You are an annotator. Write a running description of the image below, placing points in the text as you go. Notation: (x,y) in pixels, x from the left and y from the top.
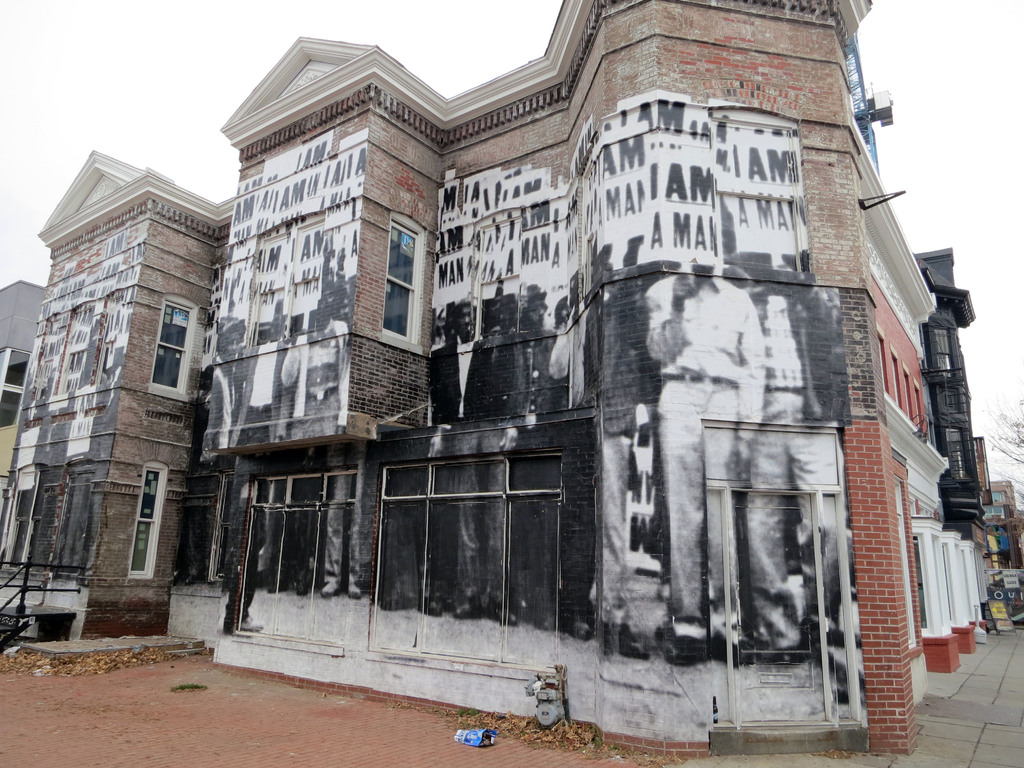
In this picture we can see few buildings (329,340) and metal rods (965,406), on the right side of the image (1012,414) we can see a tree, we can see paintings (708,368) on the walls (315,351).
